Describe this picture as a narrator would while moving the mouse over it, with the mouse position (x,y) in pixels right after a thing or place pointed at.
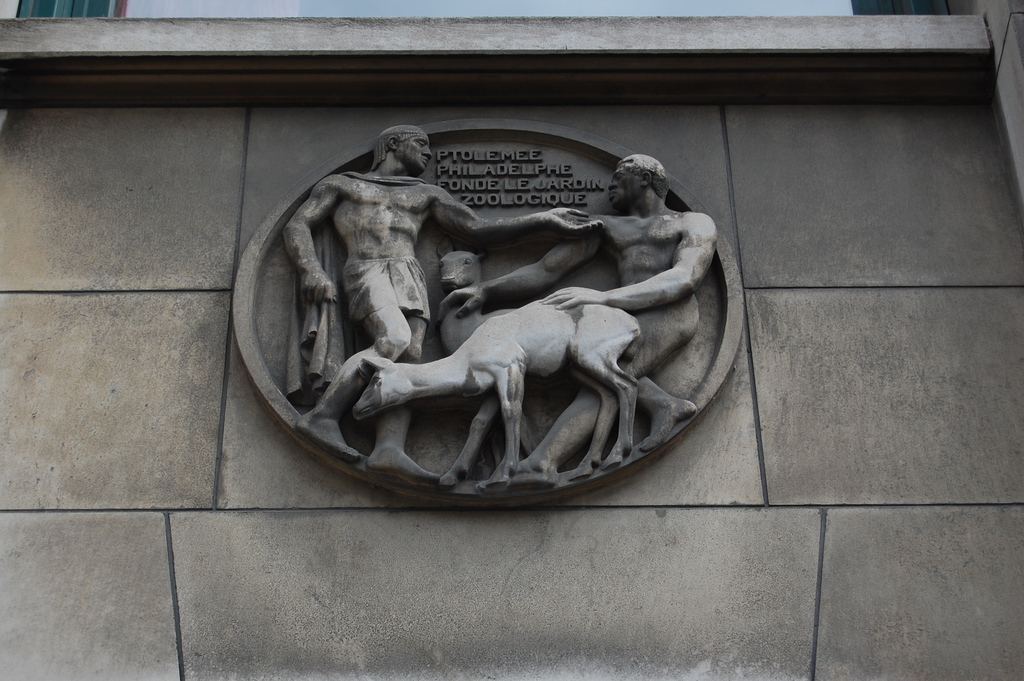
In this image we can see sculptures (551,395) and texts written on a wall (267,101). At the top (334,79) we can see walls (489,42) and clouds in the sky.
